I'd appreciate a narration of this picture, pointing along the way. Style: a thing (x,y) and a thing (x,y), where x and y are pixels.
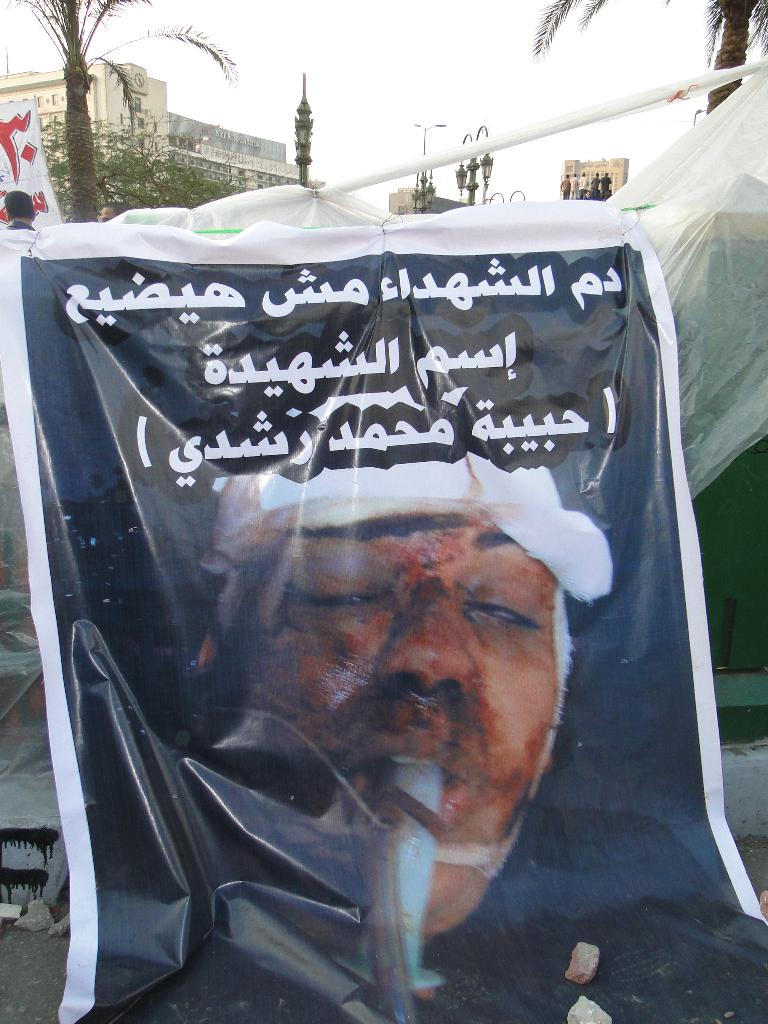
In this image we can see a banner (332,632) with some text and a image (380,709) of a person (450,612), in the background (708,140) there is a cover (727,285), trees (123,163), light poles (474,164), buildings (586,163), few people (582,192) and the sky (387,49).
